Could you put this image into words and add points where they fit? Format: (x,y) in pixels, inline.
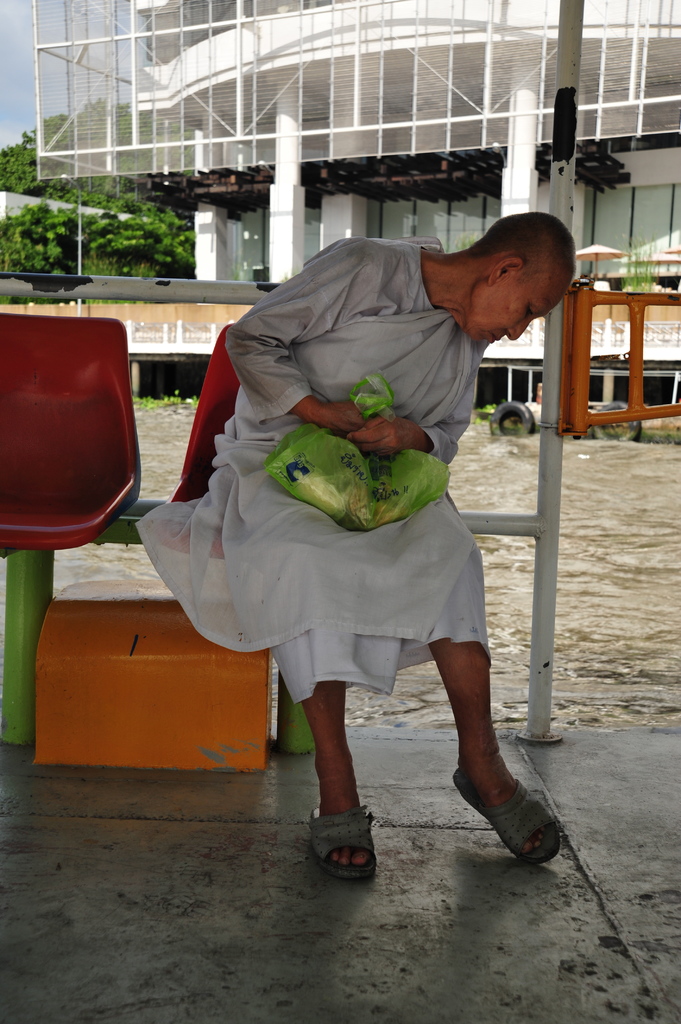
In this picture a white dressed guy (353,336) is sitting on a chair (311,743) with a green cover (304,478) in his hand (392,424). In the background (352,204) we observe a white building (343,199).
